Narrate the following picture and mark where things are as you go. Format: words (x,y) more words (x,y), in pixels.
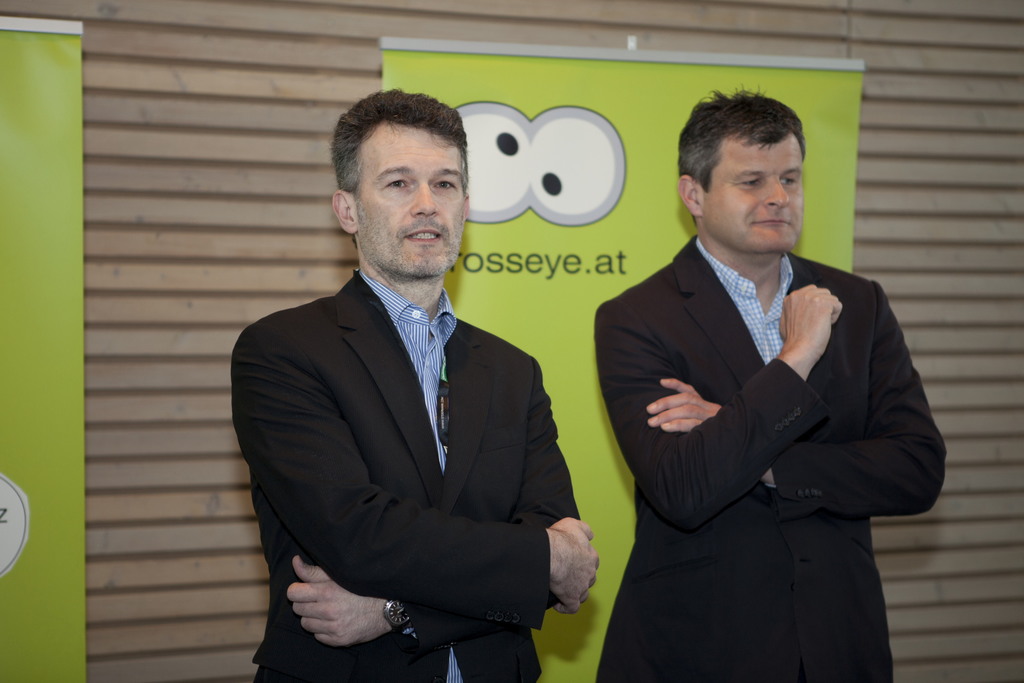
In the picture we can see two men (403,497) are standing and folding their hands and they are in blazers (297,470), and shirts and behind them we can see a banners (580,398) which are green in color with a advertisement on it.
